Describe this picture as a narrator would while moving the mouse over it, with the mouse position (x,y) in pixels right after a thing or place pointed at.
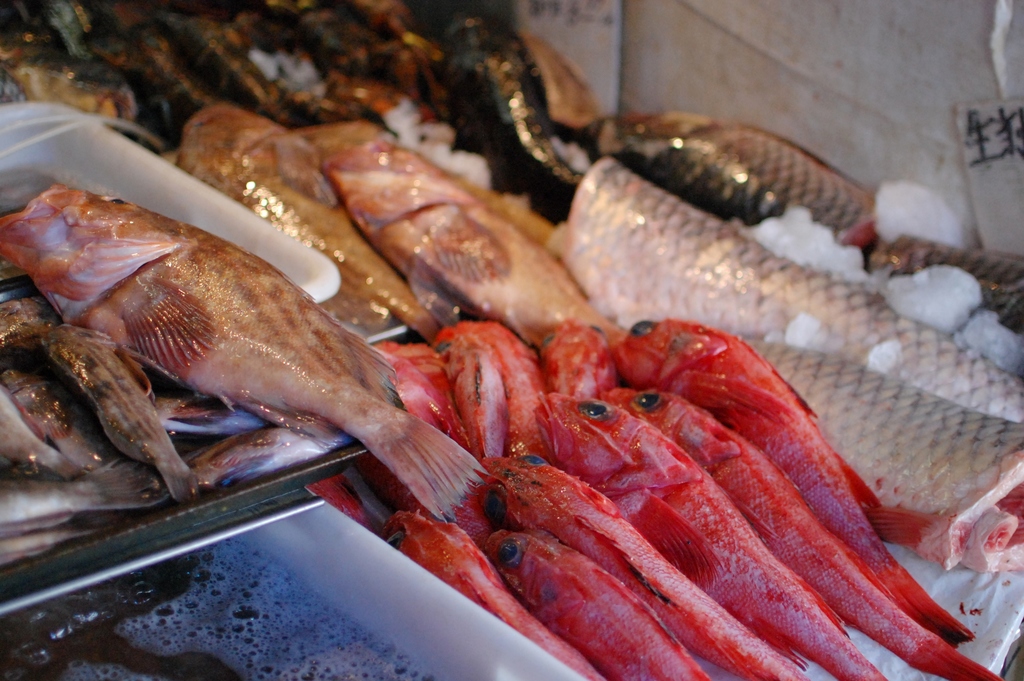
In this image, there are different colored fishes (536,344). Among them, some fishes (144,244) are on trays (108,146). We can also see some water (250,640) and ice (1015,330). We can see the wall (820,99).
